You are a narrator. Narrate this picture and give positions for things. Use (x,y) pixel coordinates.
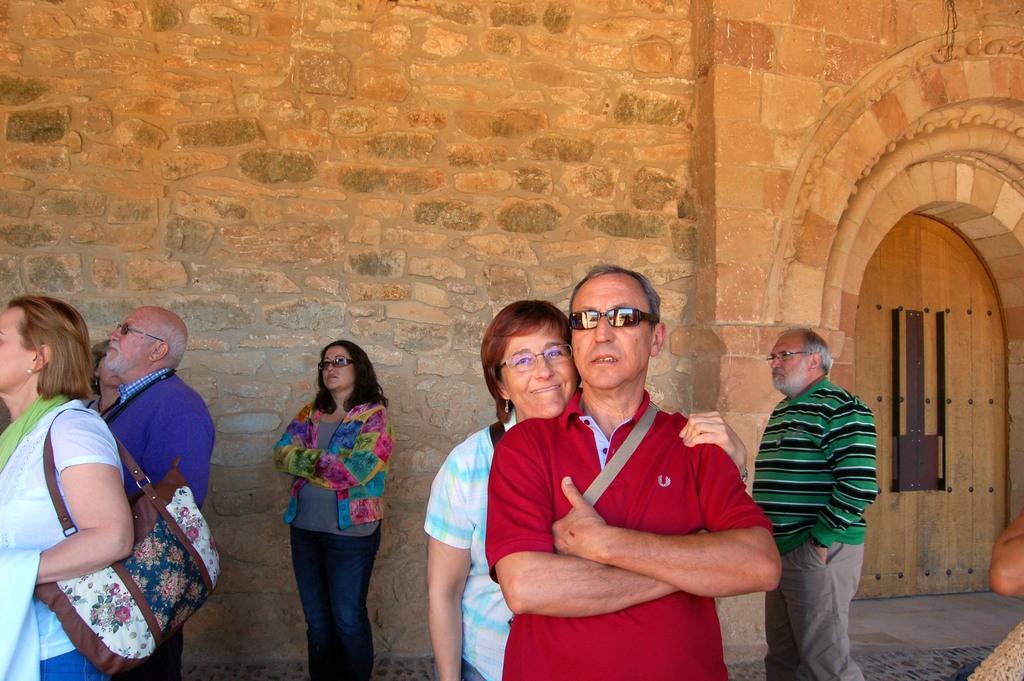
In this image, we can see persons (642,393) wearing clothes (353,436). There is a door (880,384) on the right side of the image (934,385). In the background (812,301), we can see a wall (455,259).
